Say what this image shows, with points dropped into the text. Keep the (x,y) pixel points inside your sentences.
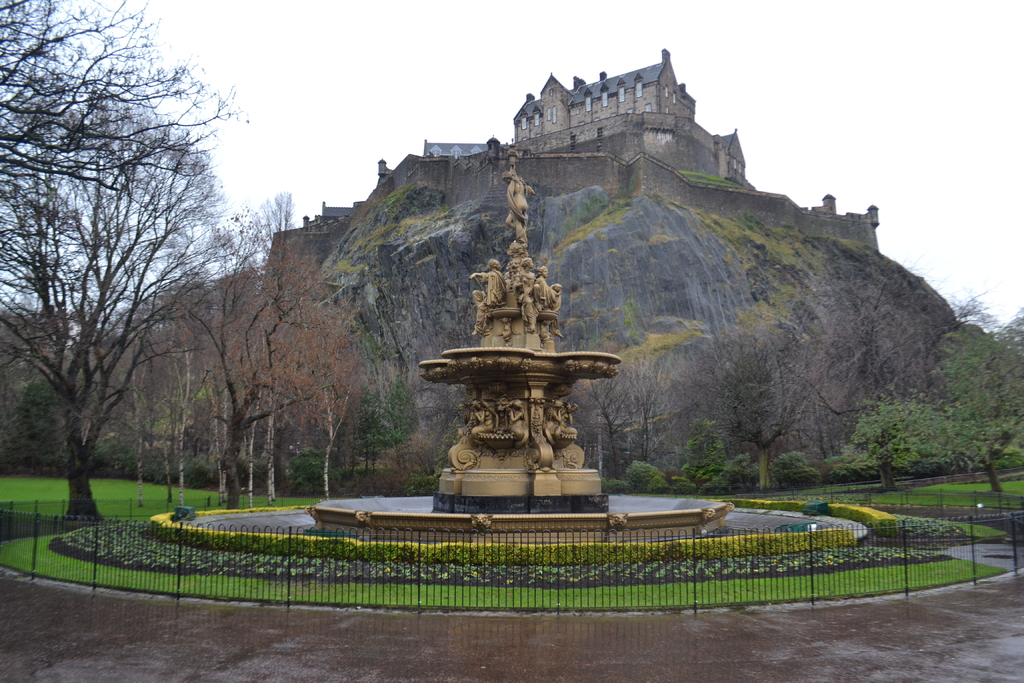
In this image we can see a statue (515,456) and we can see the trees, plants (727,544), grass (535,593), fence (624,567) and mountain (467,263). And we can see the building (699,155) on the mountain (737,250). In the background (403,73), we can see the sky (371,57).
